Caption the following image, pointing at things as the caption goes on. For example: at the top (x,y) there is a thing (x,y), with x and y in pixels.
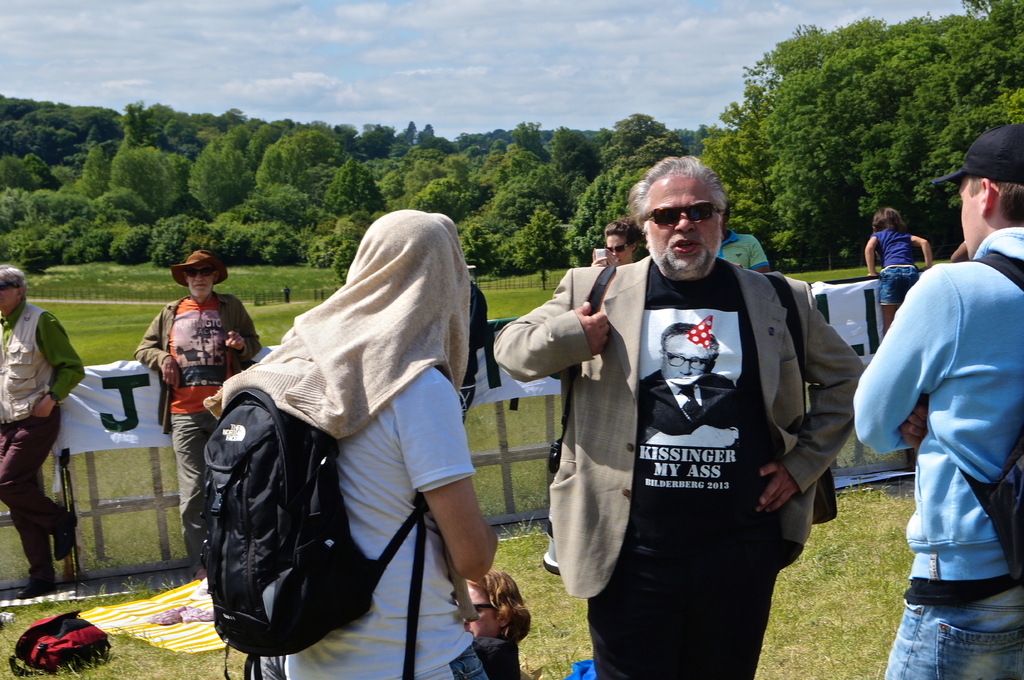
This picture is clicked outside the city. Here, we see the man (694,391) in black t-shirt (678,386) wearing goggles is trying to talk something. Beside him, the boy (430,465) in the white t-shirt (390,437) is wearing a black backpack (285,533). At the bottom of the picture (37,650), we see red bag (86,639) and a cloth (150,642) in yellow color. Behind that, we see a fence (152,492) and people (182,468) standing beside that fence (97,510). There are many trees (329,230) in the background (558,160). At the top of the picture (543,85), we see the sky (487,89).
